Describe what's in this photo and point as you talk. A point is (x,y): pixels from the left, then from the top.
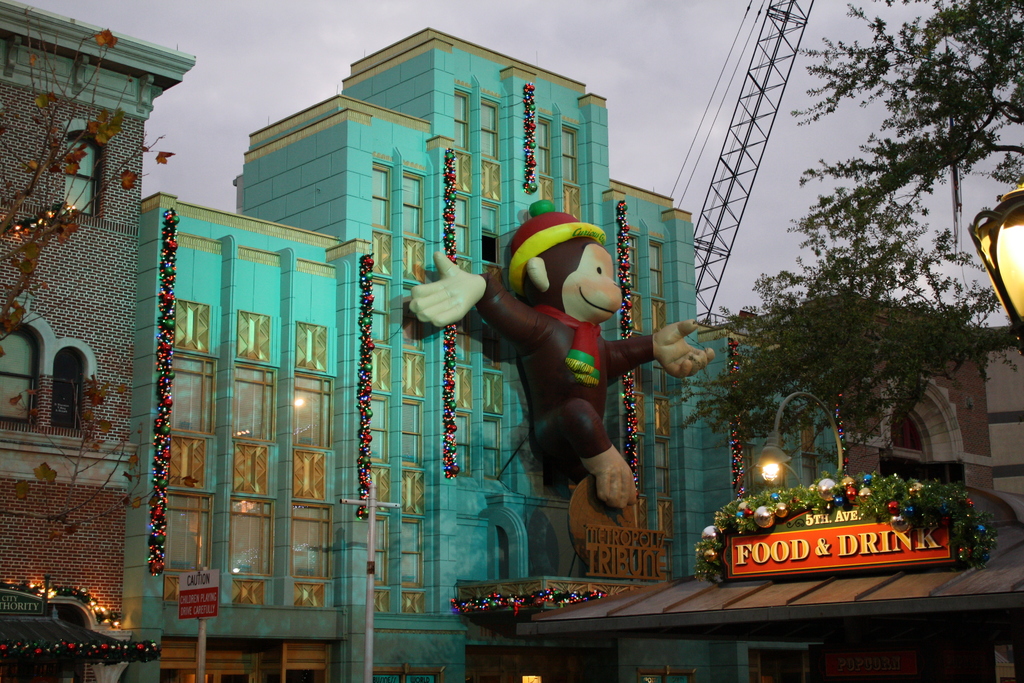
The picture consists of buildings (619,425), trees (750,352) and a machine (730,249). The buildings (312,360) are decorated with lights (733,470), flowers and other objects (529,385). On the left (36,179) there is a tree (62,140). On the right (918,207) there are trees (848,343) and a street light (997,241). In the background (544,45) it is sky (559,51).
